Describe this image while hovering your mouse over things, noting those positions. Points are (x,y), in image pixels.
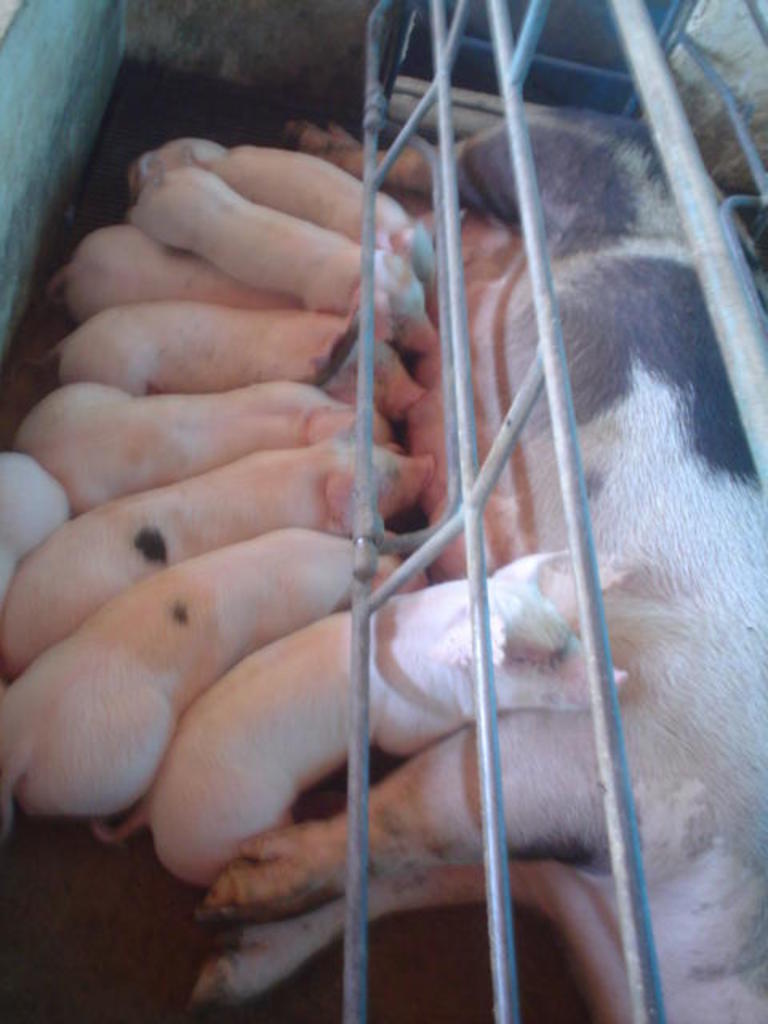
In the image we can see there is a pig (622,232) lying on the ground (92,889) and beside her there are piglets (269,464) lying on the ground (117,975).
